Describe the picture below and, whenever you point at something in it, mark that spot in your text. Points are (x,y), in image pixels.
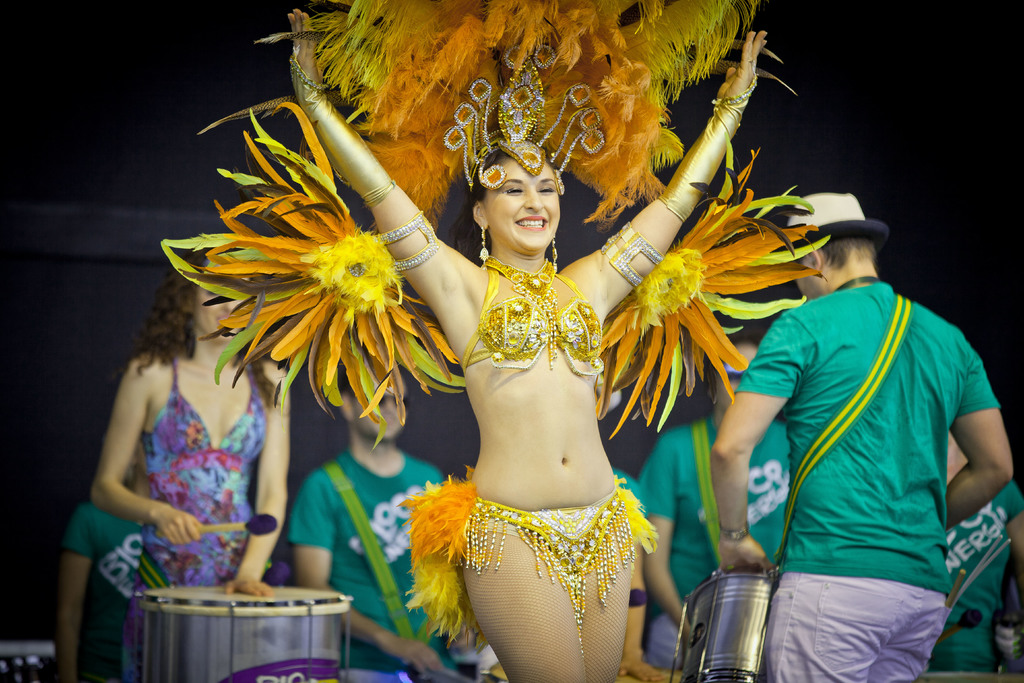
There is a girl (547,307) in the center of the image (681,262) she is wearing a costume (620,320) and there are people (420,471) behind her, it seems like they are playing drums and the background (58,431) area is black.
